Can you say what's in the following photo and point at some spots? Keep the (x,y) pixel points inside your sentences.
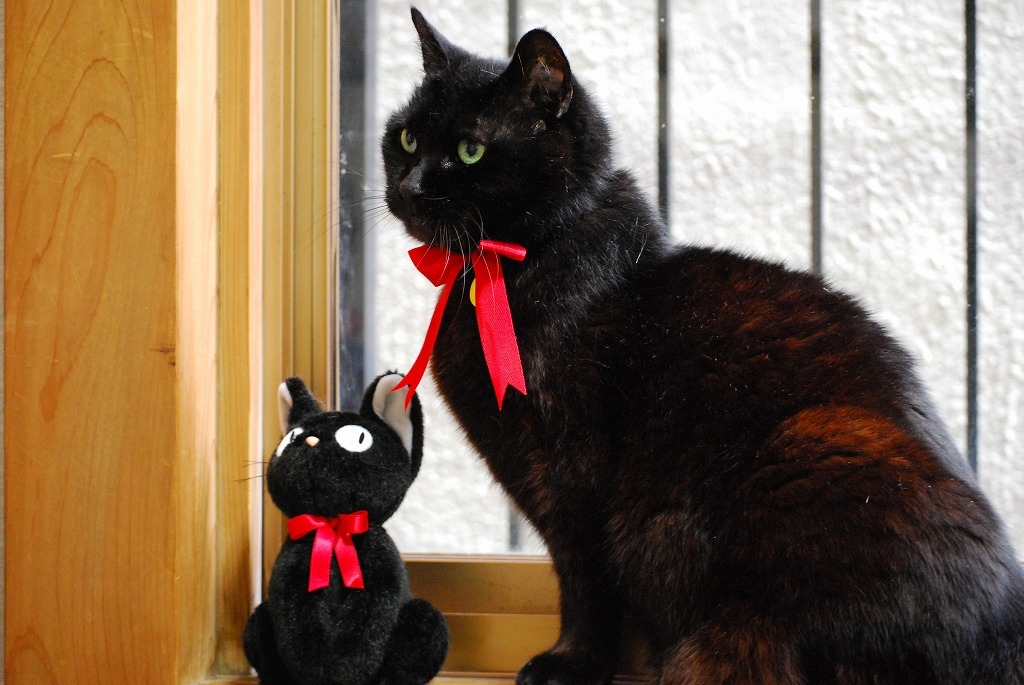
In this image there is a cat (647,588). Beside there is a toy (274,630) kept near the window (449,592). Red color ribbons (314,575) are tied to the cat (453,348) and the toy (386,551).
